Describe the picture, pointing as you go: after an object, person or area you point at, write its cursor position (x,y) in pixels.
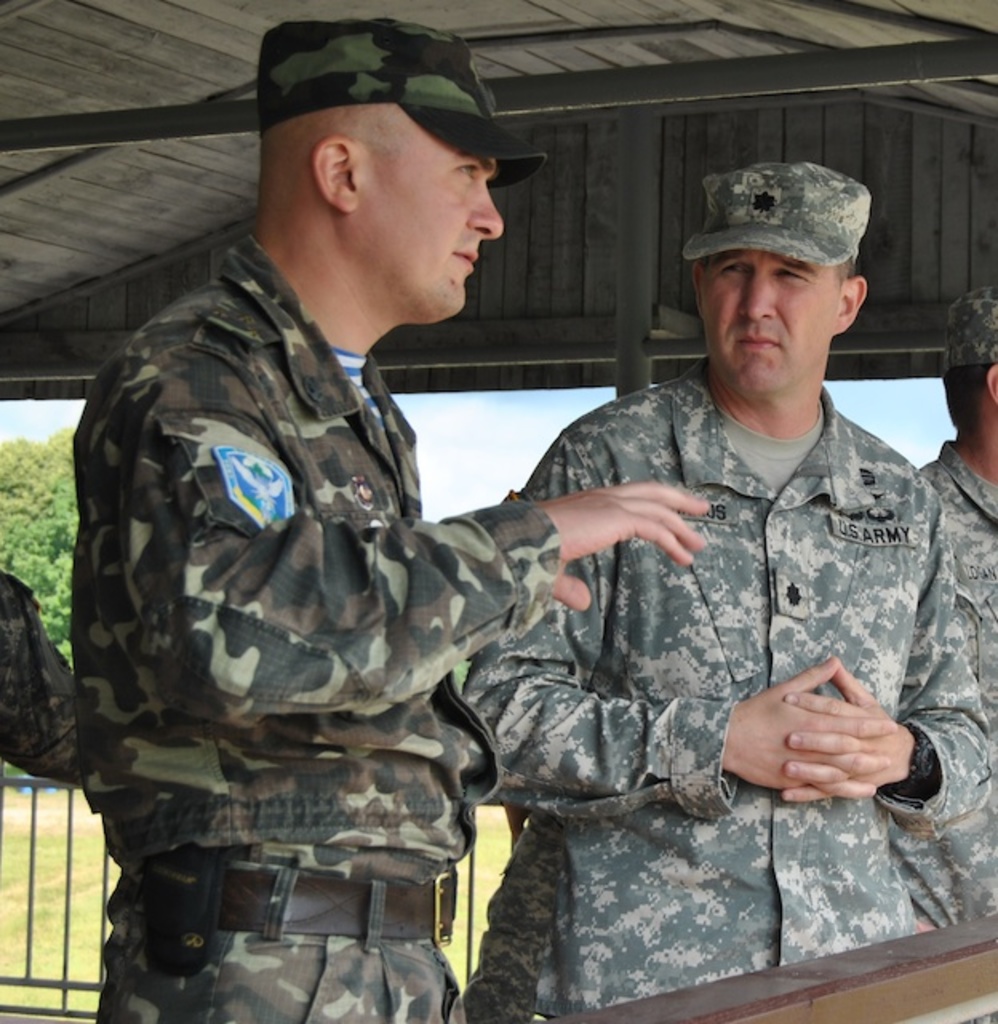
In this image there are two army personnel (553,569) speaking with each other, beside them there is another person (966,501) standing, behind them there is another person (50,693) standing and there is a metal fence (69,831), in the background of the image (95,856) there is grass (89,814) on the surface (89,859) and there is a tree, at the top of the image (558,43) there is wooden roof (220,140).
